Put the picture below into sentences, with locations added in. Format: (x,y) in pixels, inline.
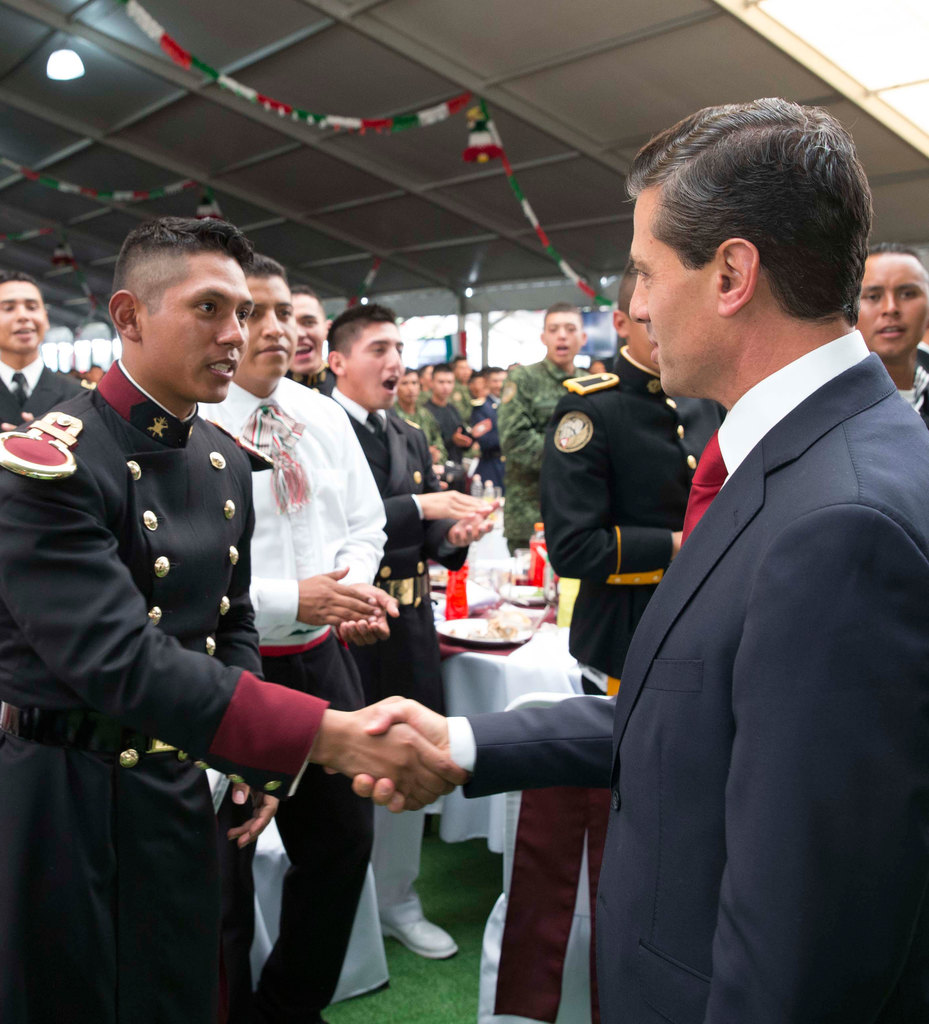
In this picture we can see two people (51,787) shaking their hands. There are few people (276,326) in the background (618,515). We can see bottles (457,580) and plates (500,621) on the table (498,552). There is a light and some decorative items (428,118) on top.
